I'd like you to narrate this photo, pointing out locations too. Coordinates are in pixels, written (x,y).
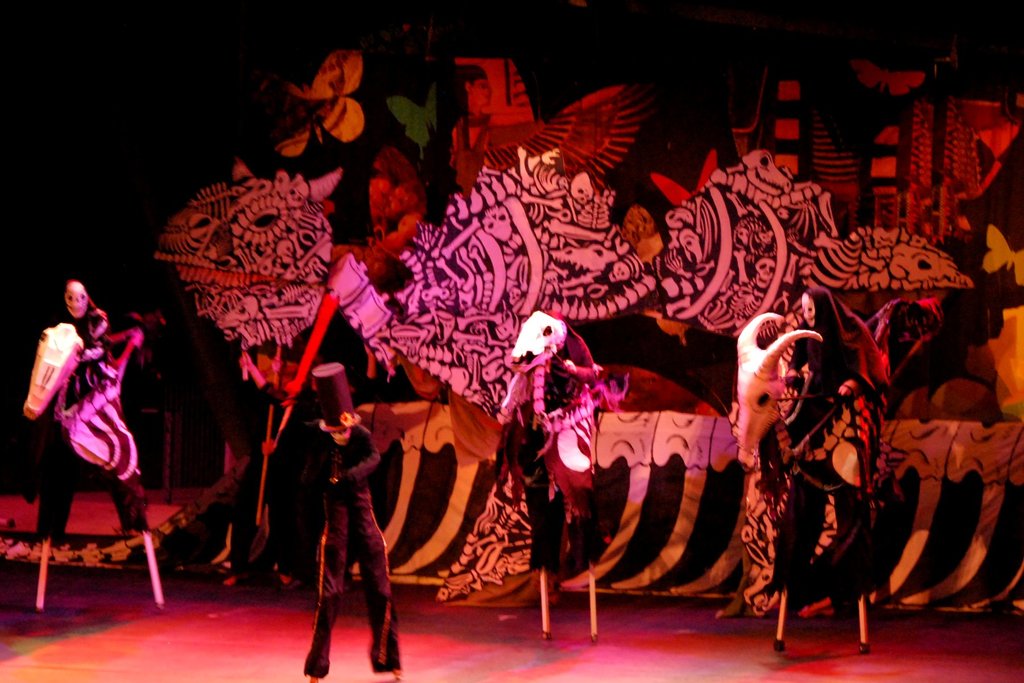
In this image, we can see a person (346,542) standing, there are some statues (511,436) and we can see some paintings (647,205).
